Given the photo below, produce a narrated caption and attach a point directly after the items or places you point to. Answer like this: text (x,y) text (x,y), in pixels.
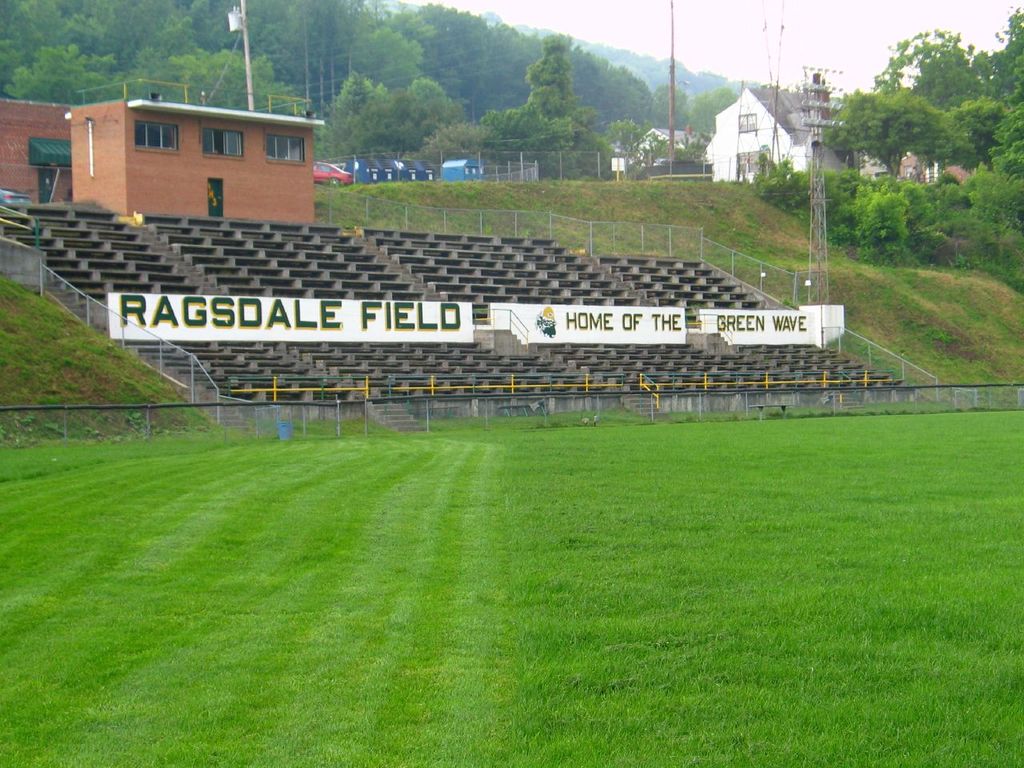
In this image we can see the houses (213,162), trees (472,149) and also electrical poles (821,205) and some vehicles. We can also see the stands (426,405), fence (680,409), stairs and also the text (435,330) on the wall (621,339). At the bottom (567,686) there is grass (683,615). We can also see the sky (774,41) at the top (826,27).
